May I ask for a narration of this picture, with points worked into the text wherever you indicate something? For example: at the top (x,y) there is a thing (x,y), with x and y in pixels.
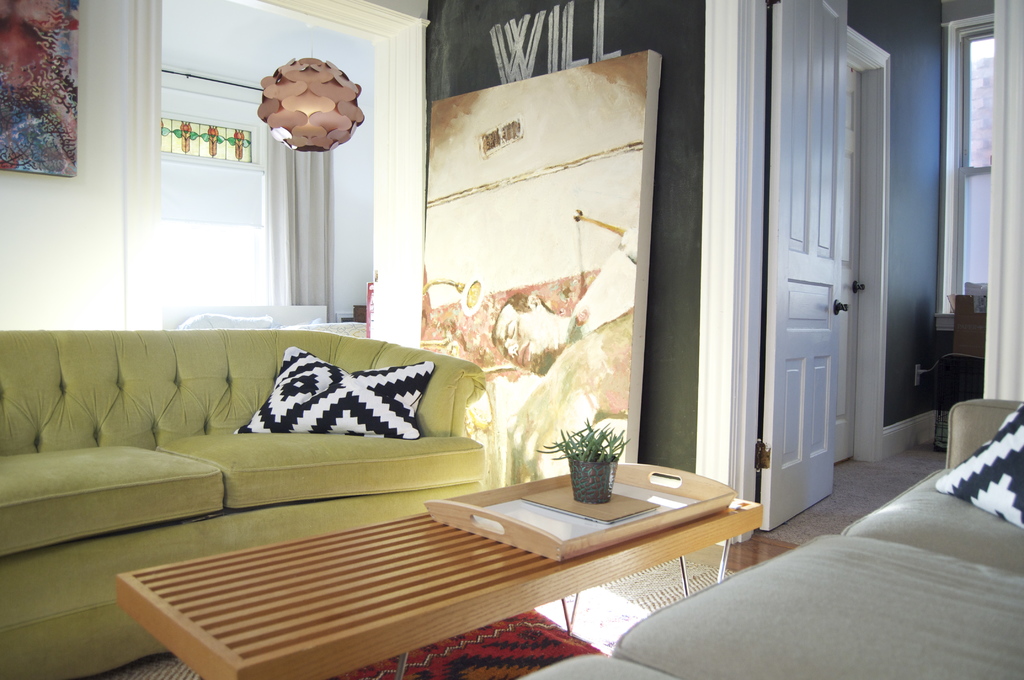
A picture inside of a room (213,317). In this room (594,145) there is a couch (235,515) with pillow (362,394) and a floor (530,615) with carpet (527,635). In-front of this couches (670,635) there is a table (494,588), on this table (475,583) there is a tray (565,530) and plant (592,443). A painting (559,278) beside this wall (655,260) and another painting (4,123) is on wall (118,101). Beside this painting (623,179) there is a door (807,255) with handle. Far there is a window (968,194).
